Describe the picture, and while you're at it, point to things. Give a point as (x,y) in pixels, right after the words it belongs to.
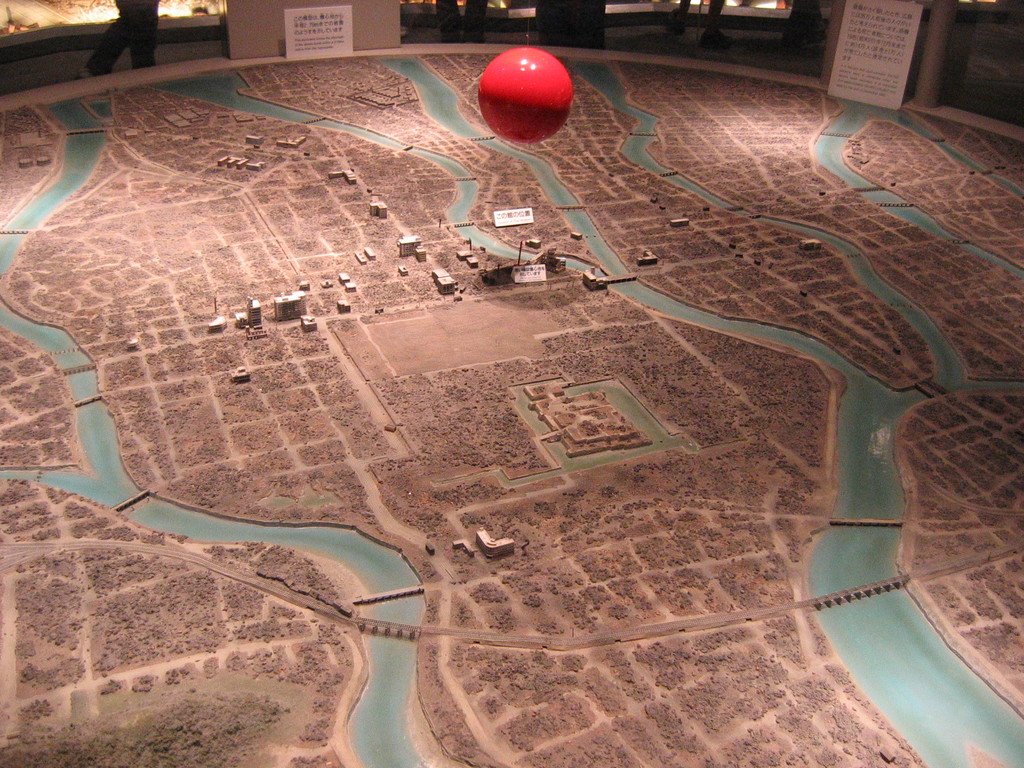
In this image I can see the aerial view and I can see few buildings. In the background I can see few people (568,29) and I can also see the ball (552,65) in red color.
